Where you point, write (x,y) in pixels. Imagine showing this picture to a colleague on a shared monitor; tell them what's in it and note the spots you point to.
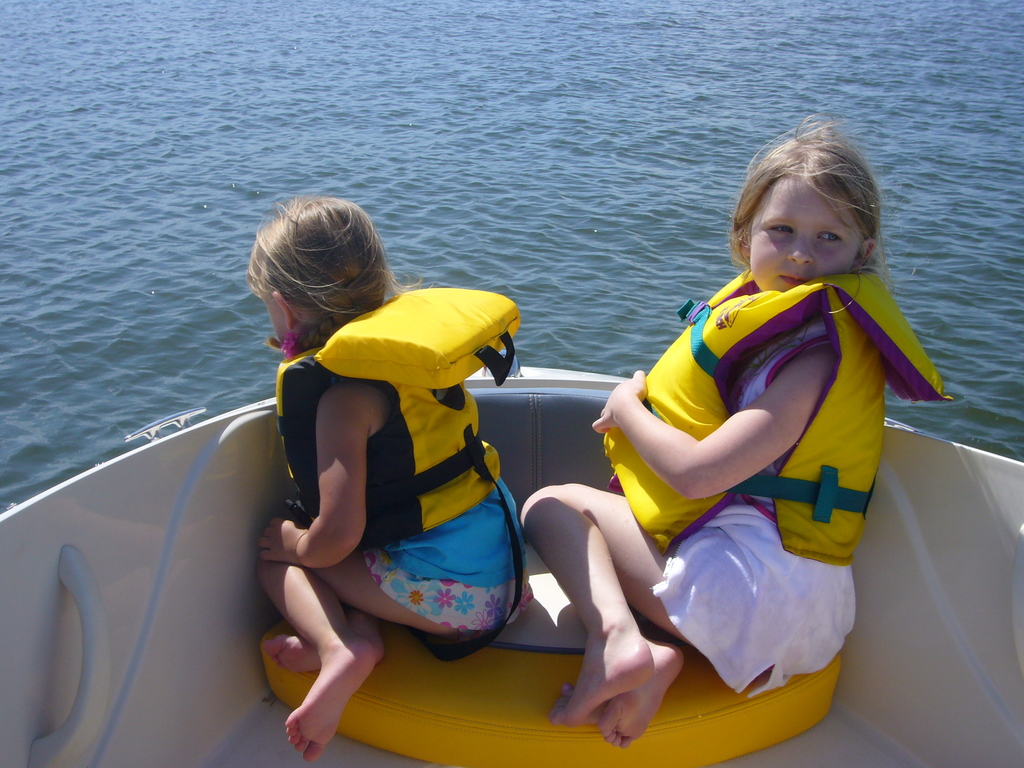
Here we can see two girls (405,553) wore swimming jackets (370,499) and sitting on a platform (481,729) on the boat (138,535) and we can see water (660,59) at the boat (206,663).
